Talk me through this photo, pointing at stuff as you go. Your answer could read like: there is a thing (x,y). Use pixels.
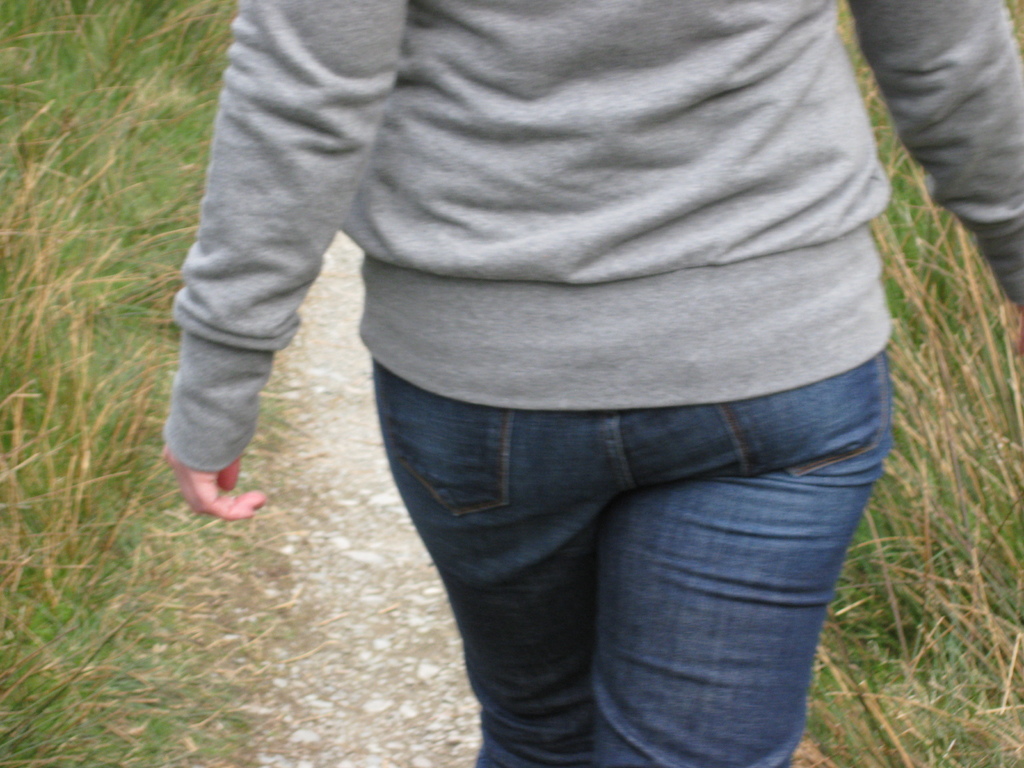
This picture is clicked outside. In the center (582,310) we can see a person (466,256) wearing grey color t-shirt (624,168) and walking on the ground (361,658). On both the sides we can see the grass (81,74).
